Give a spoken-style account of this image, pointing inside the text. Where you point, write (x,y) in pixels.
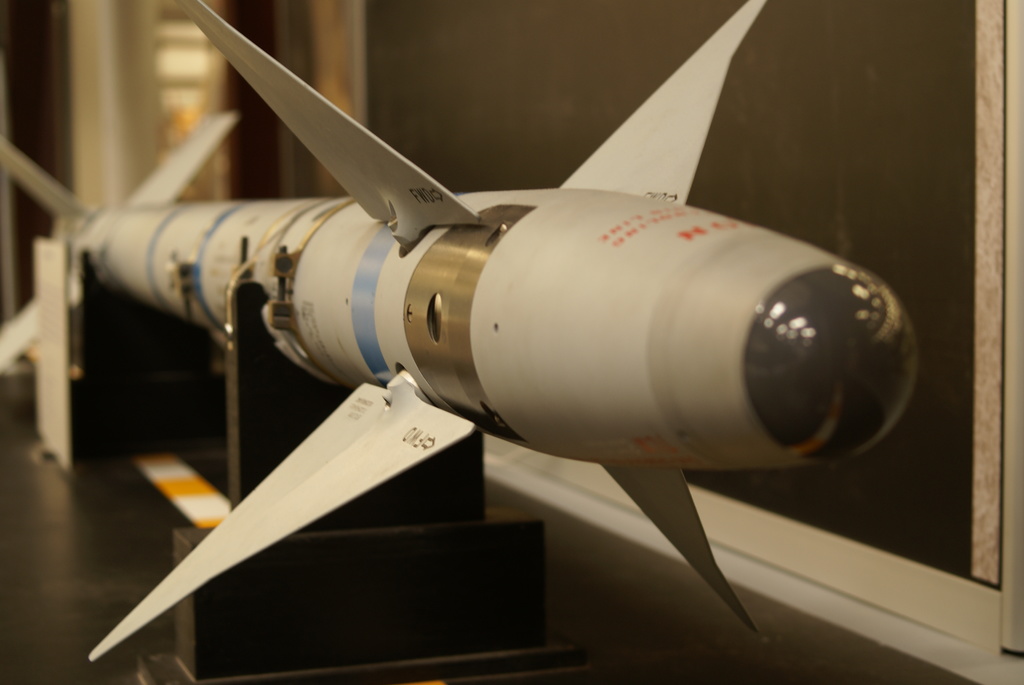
In this image we can see a missile (366,331) placed on stands (44,296). In the background (530,58), we can see the wall (619,34).
